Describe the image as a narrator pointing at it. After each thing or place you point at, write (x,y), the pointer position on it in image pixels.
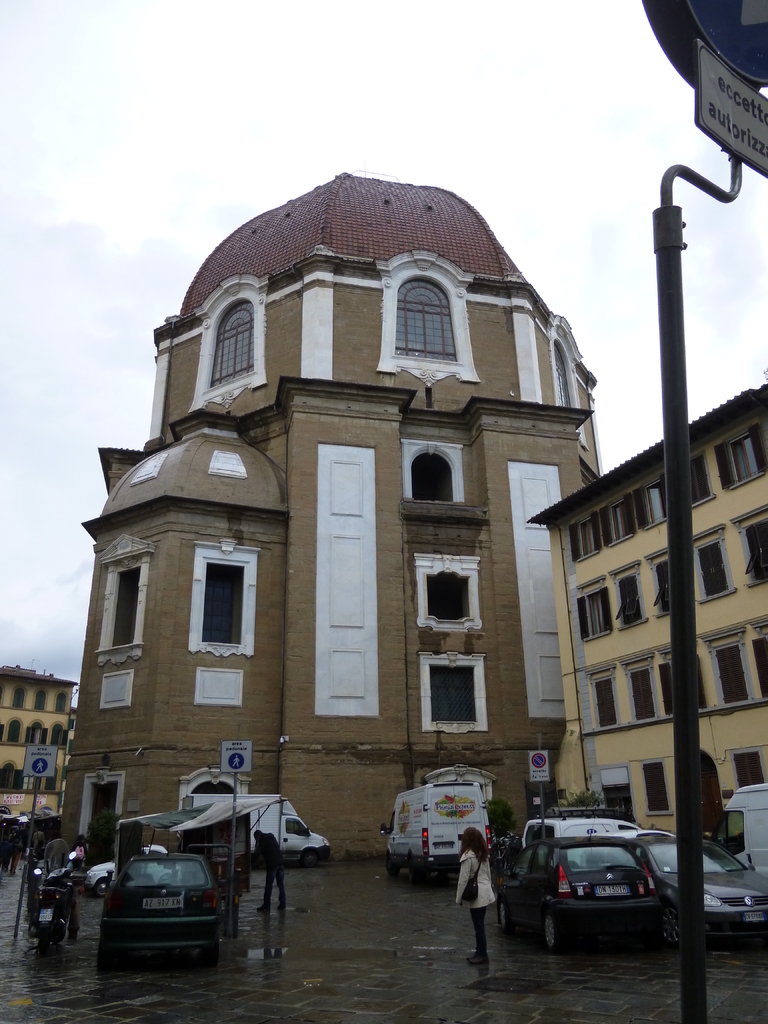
Bottom right side of the image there is a pole (661,309) and sign board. Behind the pole (689,728) there are some vehicles (430,840) on the road (744,992). Bottom left side of the image (242,770) there are some sign boards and few people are standing. In the middle of the image (274,426) there are some buildings (555,421). Behind the buildings (508,371) there are some clouds (609,381) and sky (534,251).
